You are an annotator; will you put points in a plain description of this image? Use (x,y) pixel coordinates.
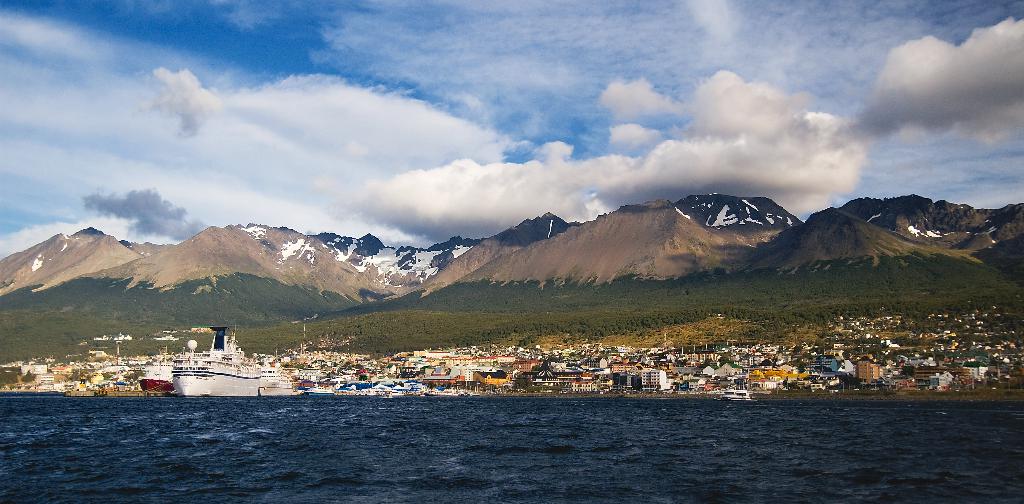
In this image we can see ships (275,383) on the water (413,399), buildings (363,369), hills (558,297), mountains (421,264) and sky (377,135) with clouds (204,126).
